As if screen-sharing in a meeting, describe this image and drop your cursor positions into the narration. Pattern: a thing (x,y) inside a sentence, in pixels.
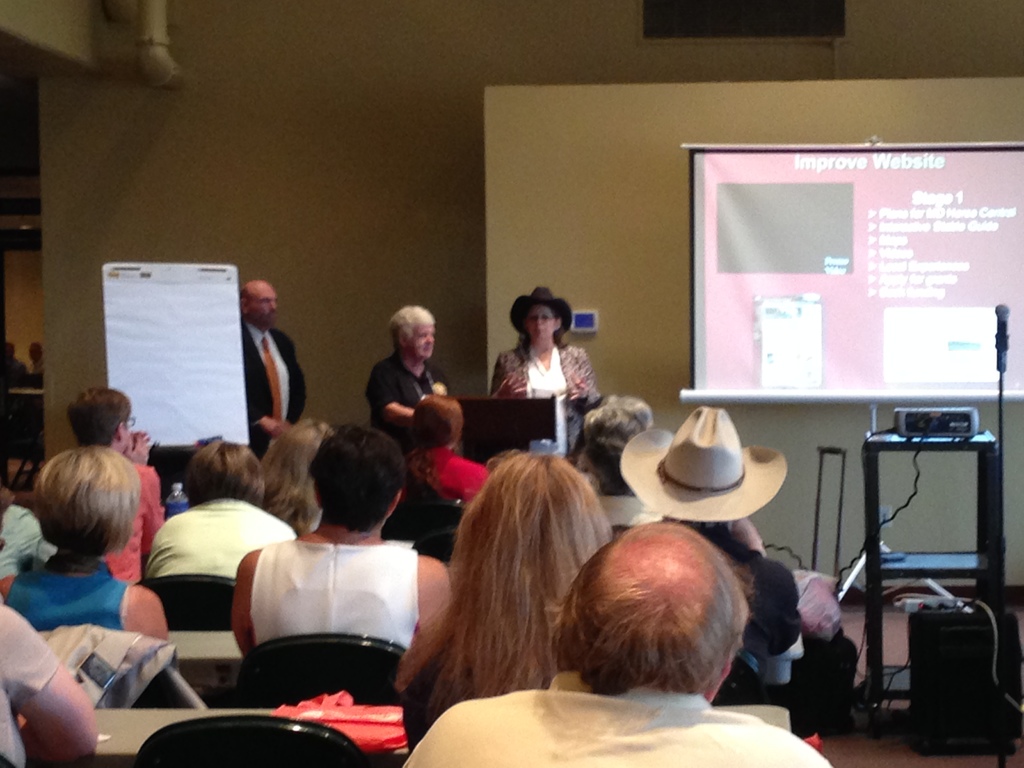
In this image, we can see a few people (465,472). Among them, some people (201,570) are sitting on chairs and some people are standing. We can also see a projector screen (947,267) and a table (947,439) with a device (947,415) on it. There is a microphone (1005,327). We can see a board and the ground (910,757) with some objects (967,729). We can see the wall (184,133).
